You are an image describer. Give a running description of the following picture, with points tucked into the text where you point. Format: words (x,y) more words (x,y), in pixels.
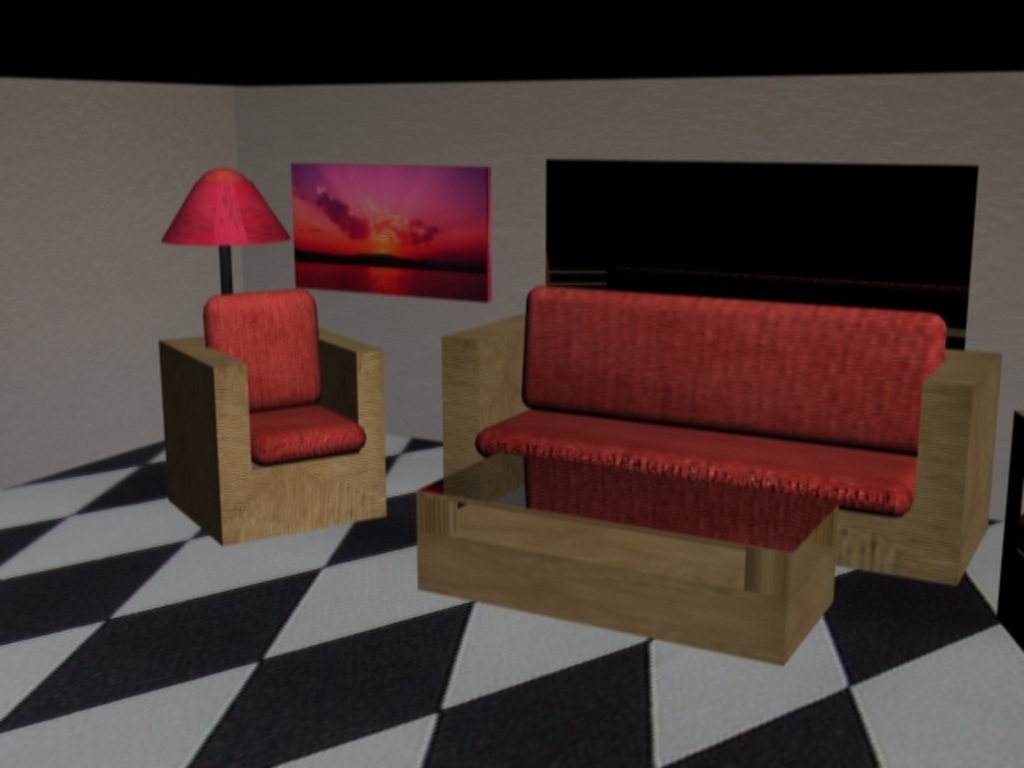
In the bottom of the image (396,652) there is floor (515,652), On the floor (331,620) there is table (555,484). Behind the table (688,484) there is a couch (602,428). Behind the couch (652,354) there is wall (433,111), On the wall (445,147) there is a frame (469,299). Left side of the image (282,313) there is a chair (288,342). Top left side of the image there is a lamp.
